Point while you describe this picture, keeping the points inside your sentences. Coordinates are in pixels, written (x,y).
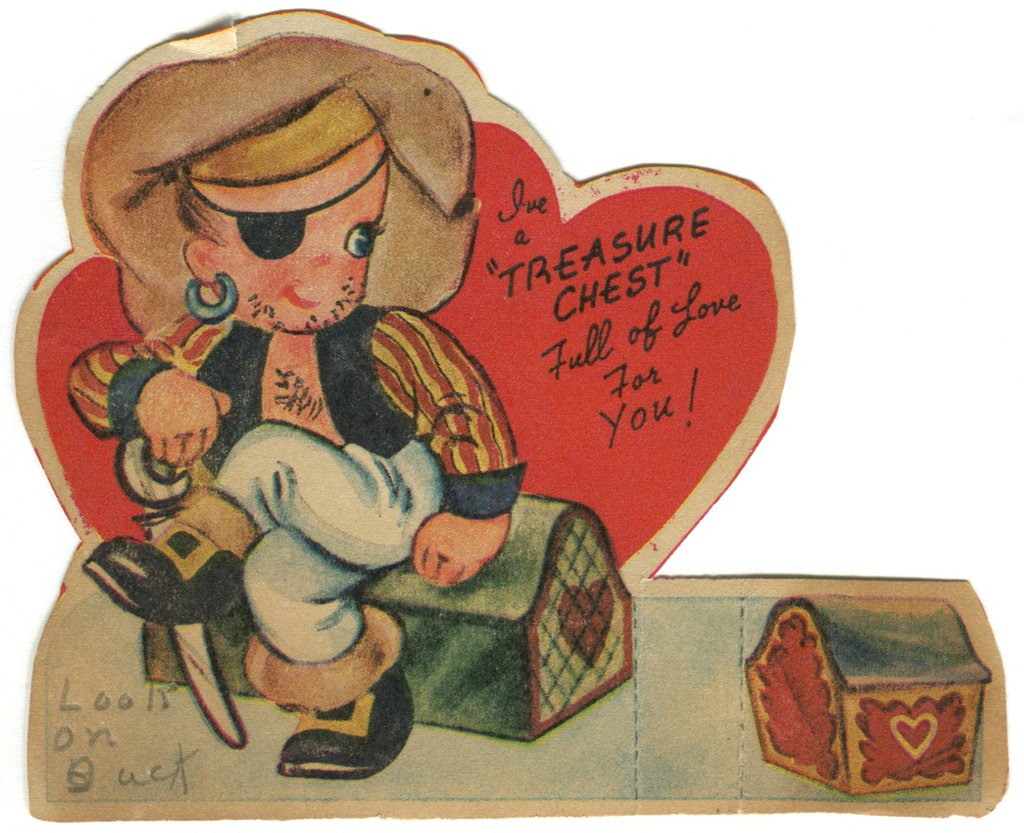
This is an animated image, in this image there is a boy (367,512) sitting on a box (530,541), beside that there is another box (777,702) and there is some text (607,324) on that image.
